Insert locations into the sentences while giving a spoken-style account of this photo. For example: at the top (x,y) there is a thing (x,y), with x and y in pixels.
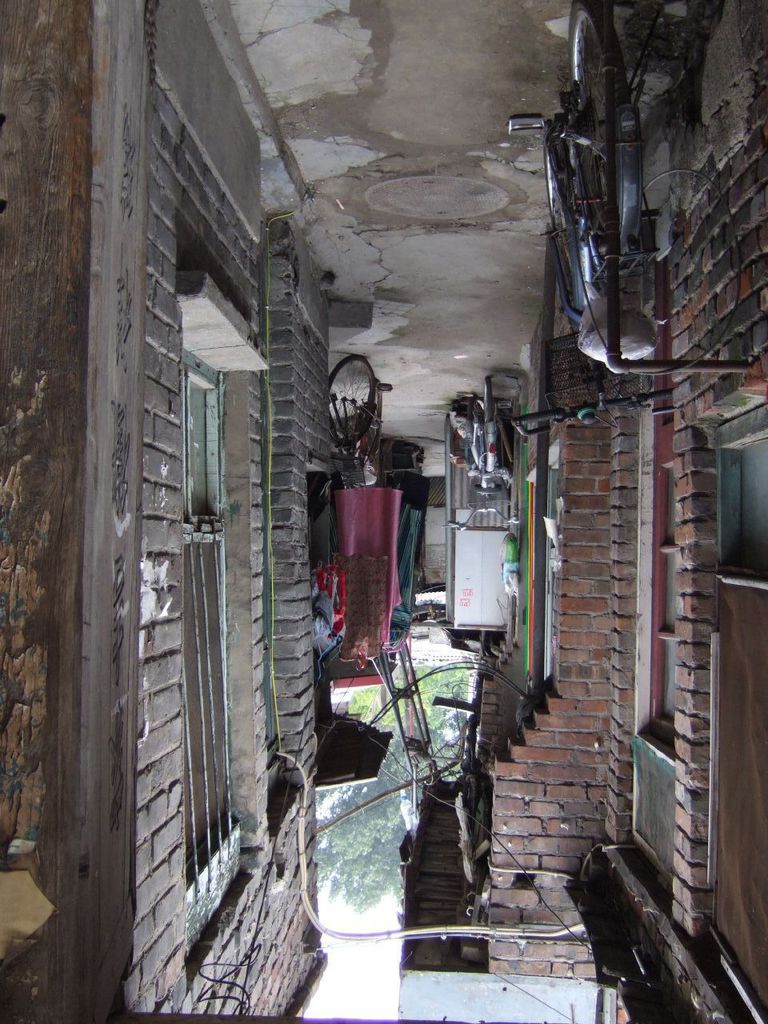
In the picture we can see some houses (732,301) with bricks (516,813) and between the houses (526,813) we can see a path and on it we can see some bicycles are parked near the walls (169,1003) and in the background (366,794) we can see some trees (360,830) and the part of the sky (388,1009).
